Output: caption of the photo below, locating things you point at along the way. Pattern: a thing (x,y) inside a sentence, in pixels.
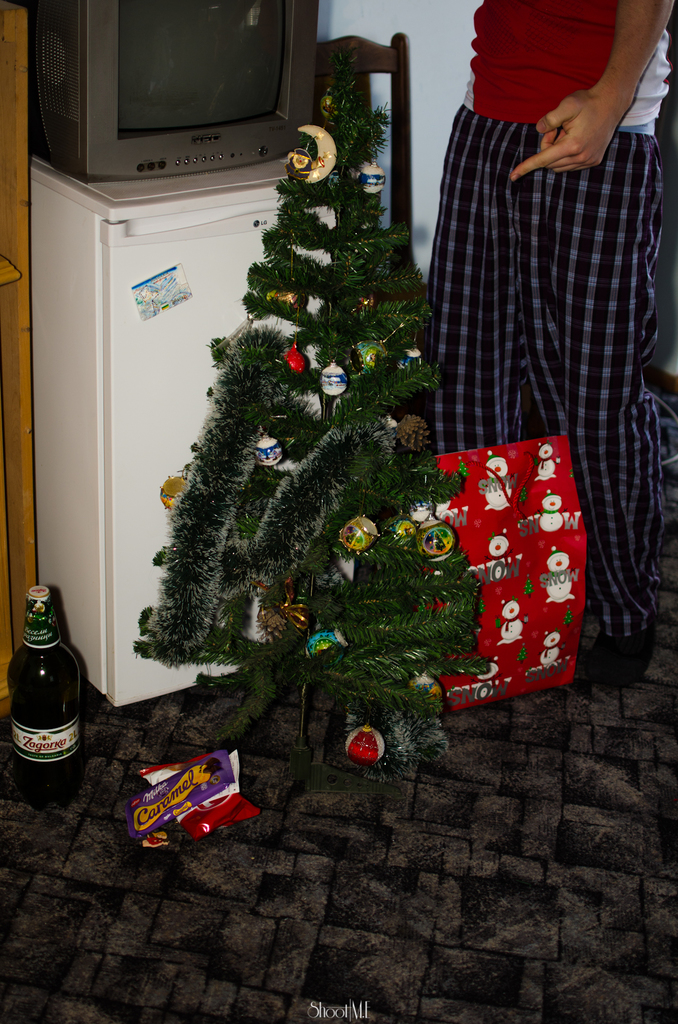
This picture might be taken inside the room (447,545). In this image, on the right side (582,46), we can see a person (585,101) standing on the floor (672,608). In the middle of the image (244,454), we can see a plant (255,494), carry bag (471,525) and a refrigerator (234,198), on that refrigerator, we can see a television (186,152). On the left side (61,674), we can see a bottle (60,663) which is placed on the floor (97,853) and few covers (190,833). In the background (405,77), we can see a chair (397,164) and a wall (433,69).
